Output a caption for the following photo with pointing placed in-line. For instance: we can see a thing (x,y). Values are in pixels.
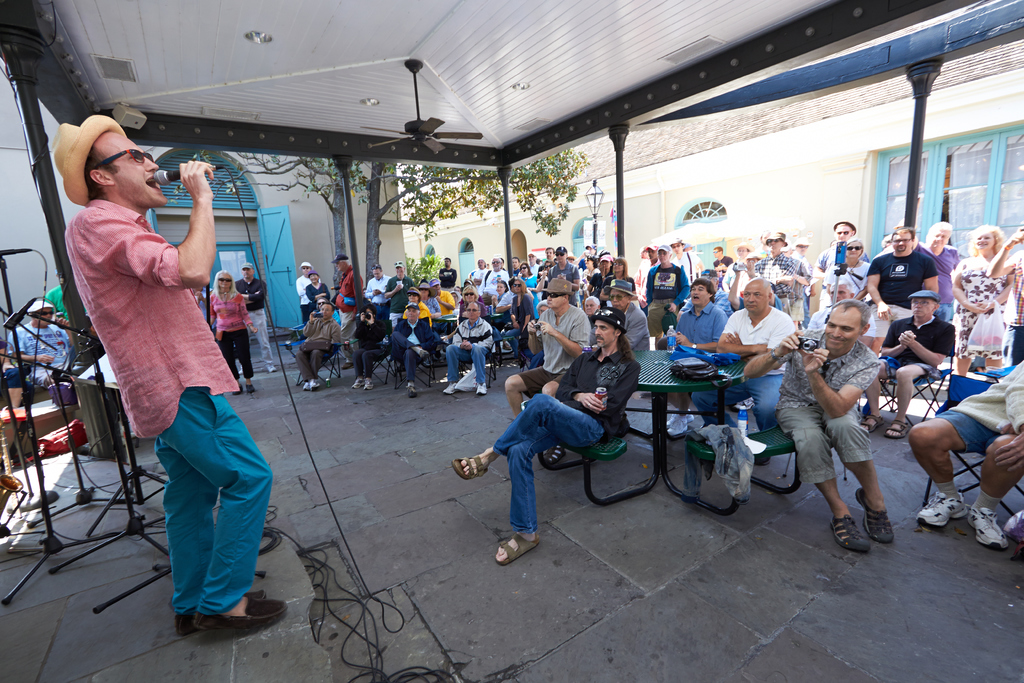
In this image I can see few people (1019,472) are sitting on stools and few people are standing. I can see few stands (41,481), buildings (599,179), windows (1005,144), door (264,215), light pole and one person (168,274) is holding the mic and standing. I can see few lights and the fan (420,62) at the top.
